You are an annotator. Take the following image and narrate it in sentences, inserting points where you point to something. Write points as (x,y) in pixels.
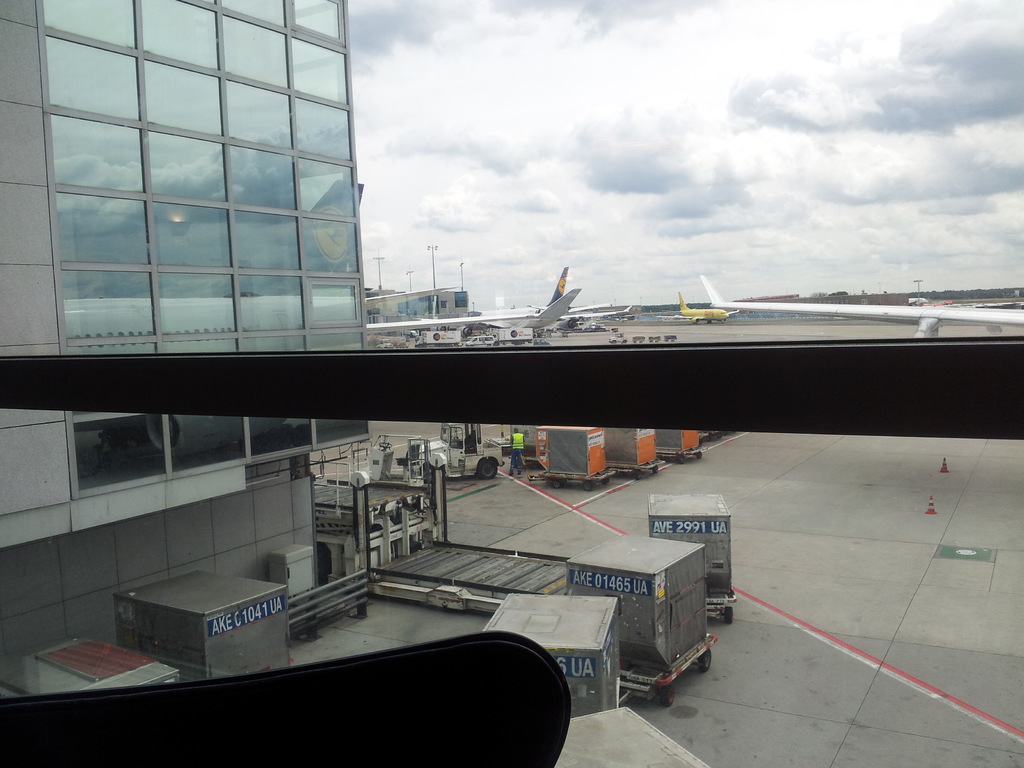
As we can see in the image there are vehicles (682,455), buildings (275,162), planes (563,303), traffic cones (929,505), sky (734,215) and clouds (687,99).
